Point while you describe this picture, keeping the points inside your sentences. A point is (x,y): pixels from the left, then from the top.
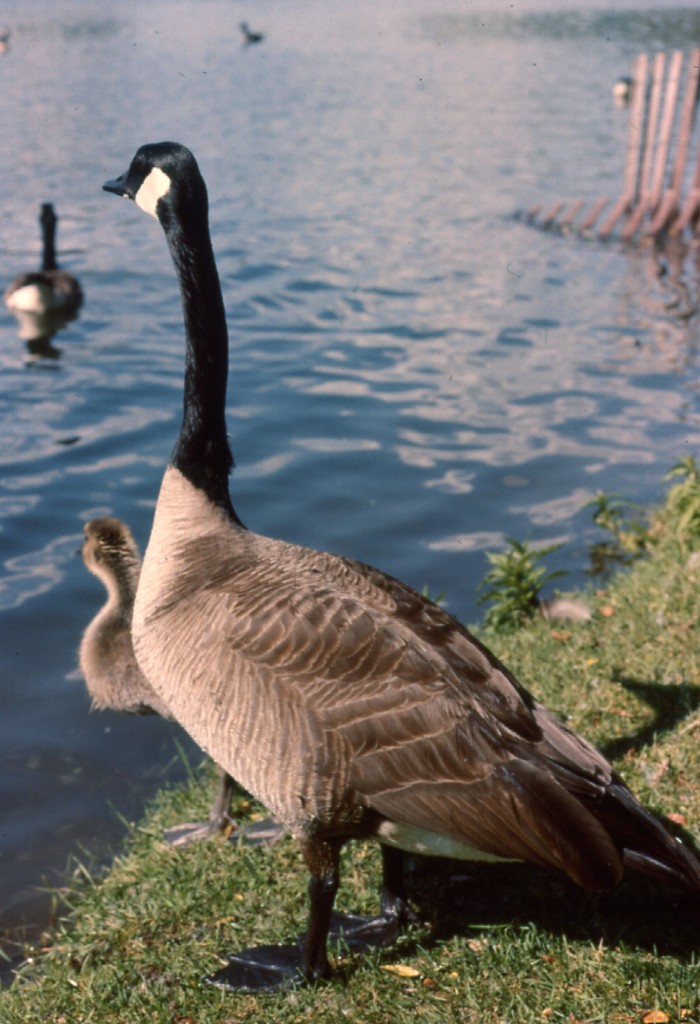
In this image we can see some birds (121,660), some of them are on the water (302,88), two birds (392,641) are on the ground (423,941), also we can see some plants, grass (500,872), and some wooden sticks (589,216).
